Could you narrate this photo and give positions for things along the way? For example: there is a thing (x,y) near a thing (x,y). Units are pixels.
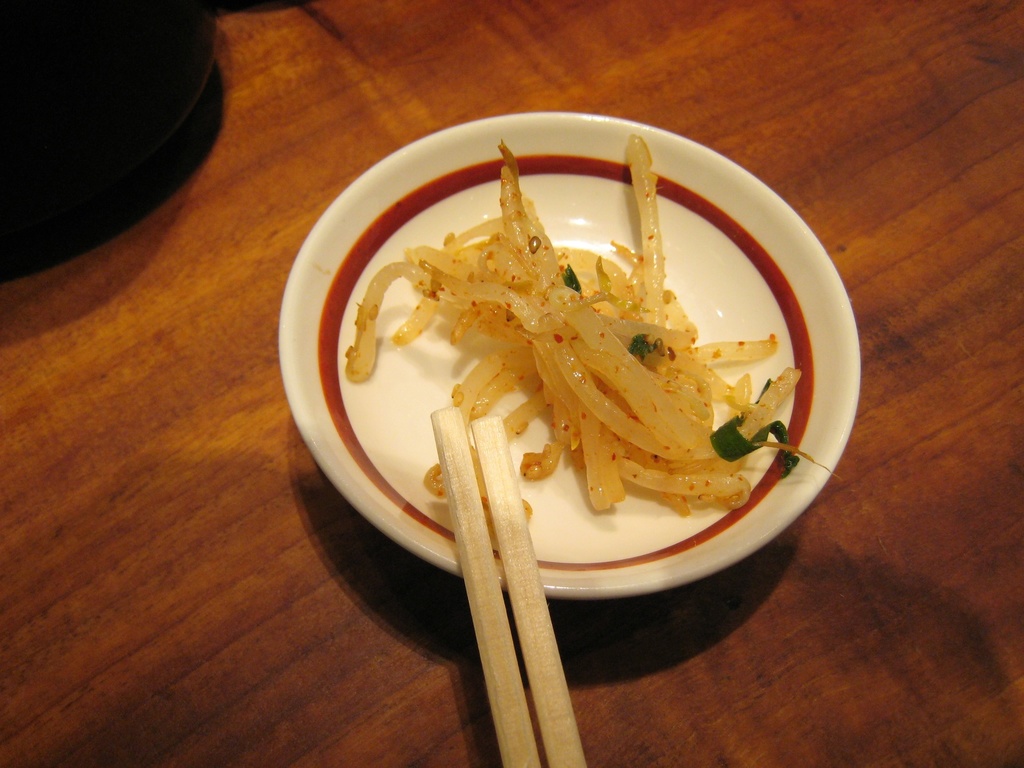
In this picture we can see food (552,335) and sticks (497,514) are in the plate (600,232).
